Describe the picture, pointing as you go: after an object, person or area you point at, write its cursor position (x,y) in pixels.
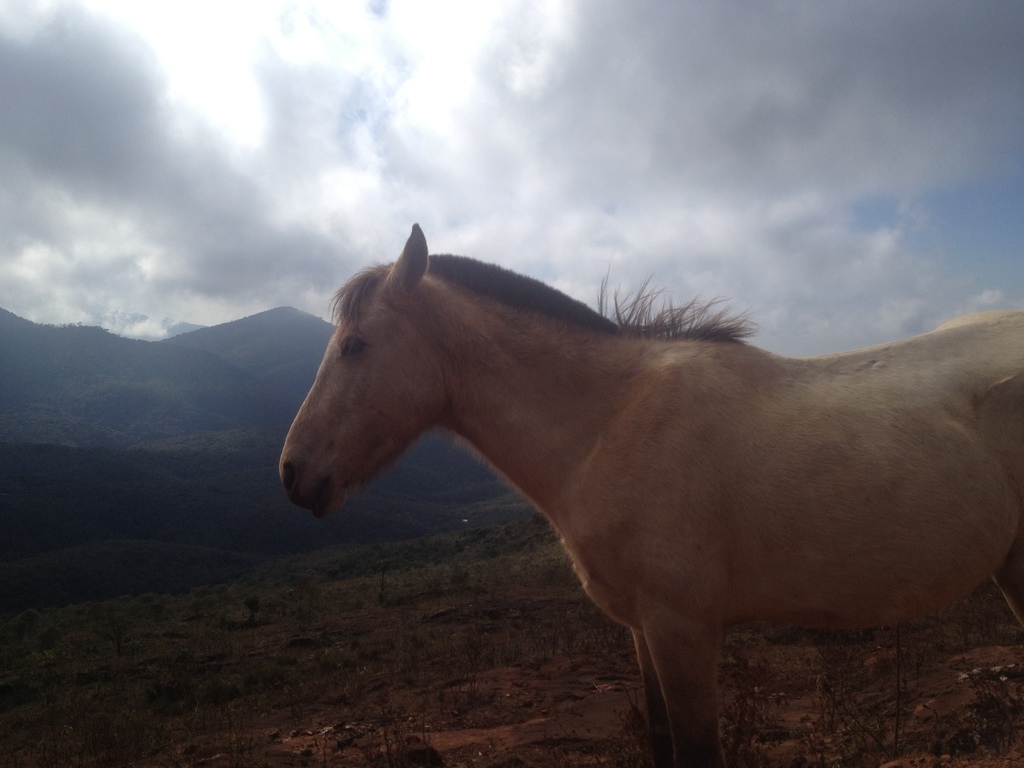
On the right side of this image (752,511) I can see a horse (570,446) which is facing at the left side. In the background (216,531) there are some trees (112,535) and hills (218,358). On the top of the image (856,200) I can see the sky (909,175) and clouds (455,116).
